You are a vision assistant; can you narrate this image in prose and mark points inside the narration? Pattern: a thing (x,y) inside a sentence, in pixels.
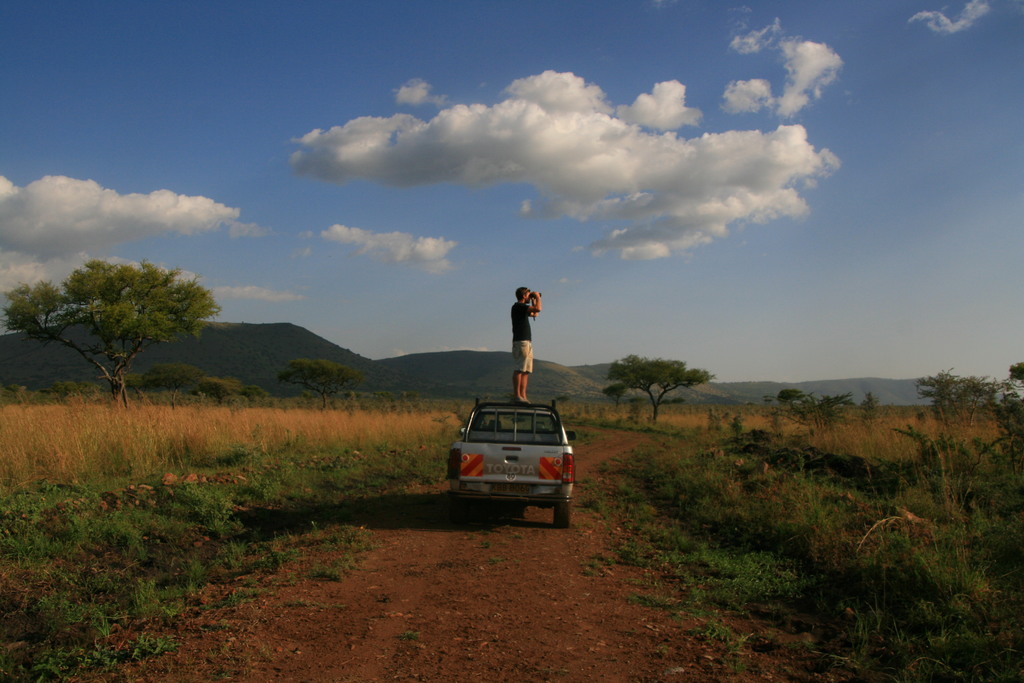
In this picture we can see a man (516,379) standing on top of a vehicle (490,452) and the vehicle (485,463) is on the ground (449,554). In front of the vehicle (501,417), there are hills (400,372) and the sky (460,339). On the left (221,390) and right side of the image (938,489), there are trees (207,382) and grass (789,529).
